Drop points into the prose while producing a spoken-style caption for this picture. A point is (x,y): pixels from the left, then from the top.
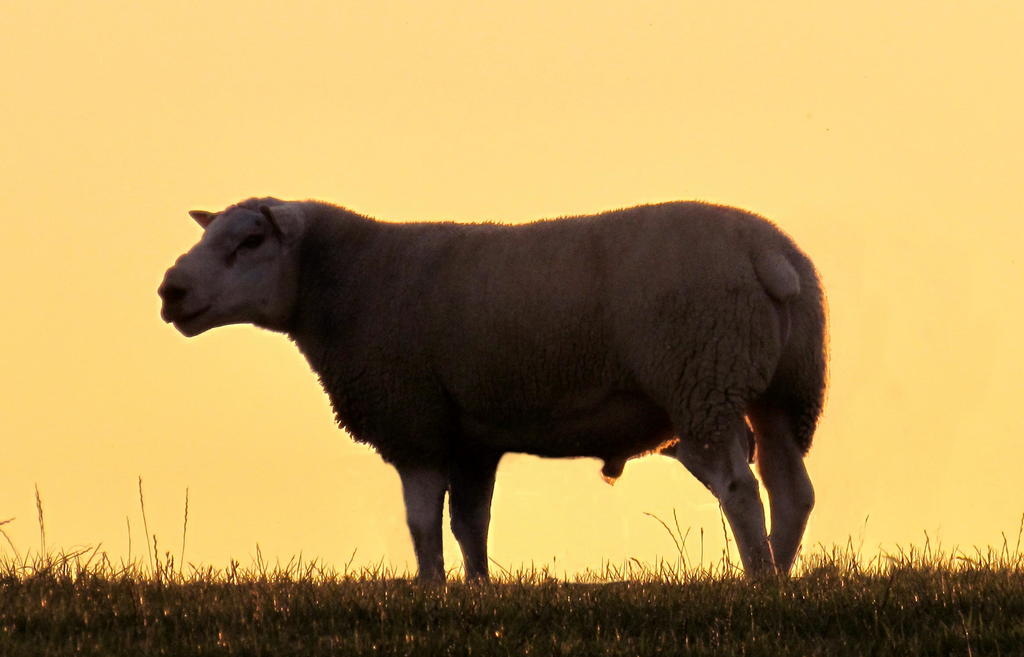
In this image in the center (418,325) there is an animal (529,325) standing. In the front (546,634) there's grass (592,632) on the ground (532,601).
